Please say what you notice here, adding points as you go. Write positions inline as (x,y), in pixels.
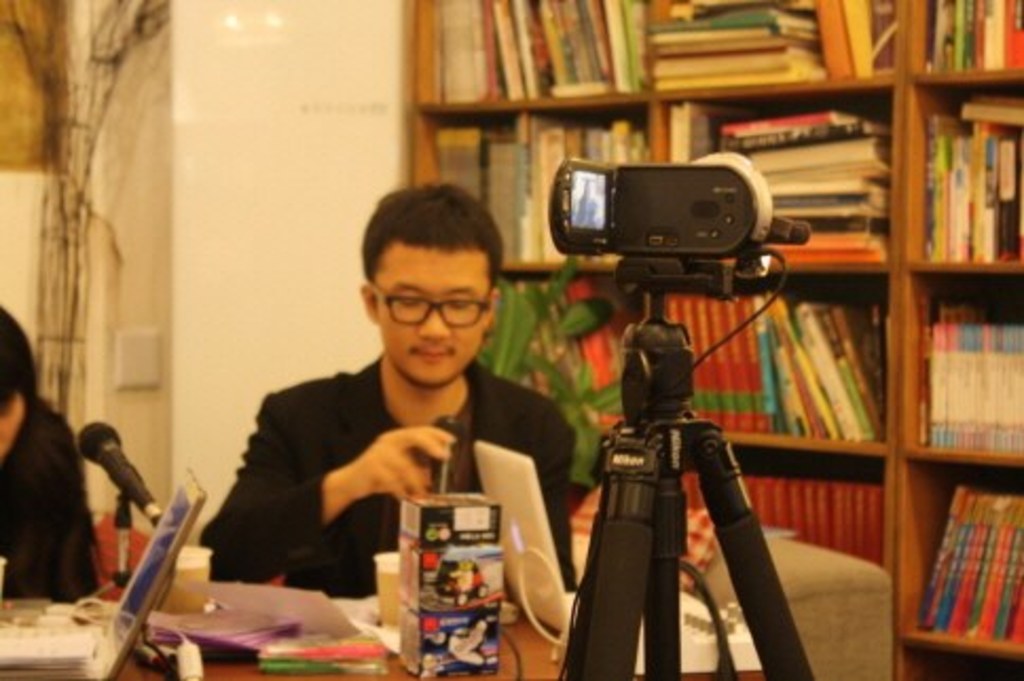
In this image I can see a person (365,436) wearing black dress (341,420) is sitting and holding an object (445,480) in his hand (443,453) and on the table (544,665) I can see a laptop (545,592), few microphones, few wires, few boxes (426,538) and few other objects (235,596). I can see a camera stand (663,440) and on it I can see a black colored camera (664,224). In the background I can see a bookshelf (752,88) with few books (782,142) in it, a white colored wall (288,247) and another person (65,423) sitting.
